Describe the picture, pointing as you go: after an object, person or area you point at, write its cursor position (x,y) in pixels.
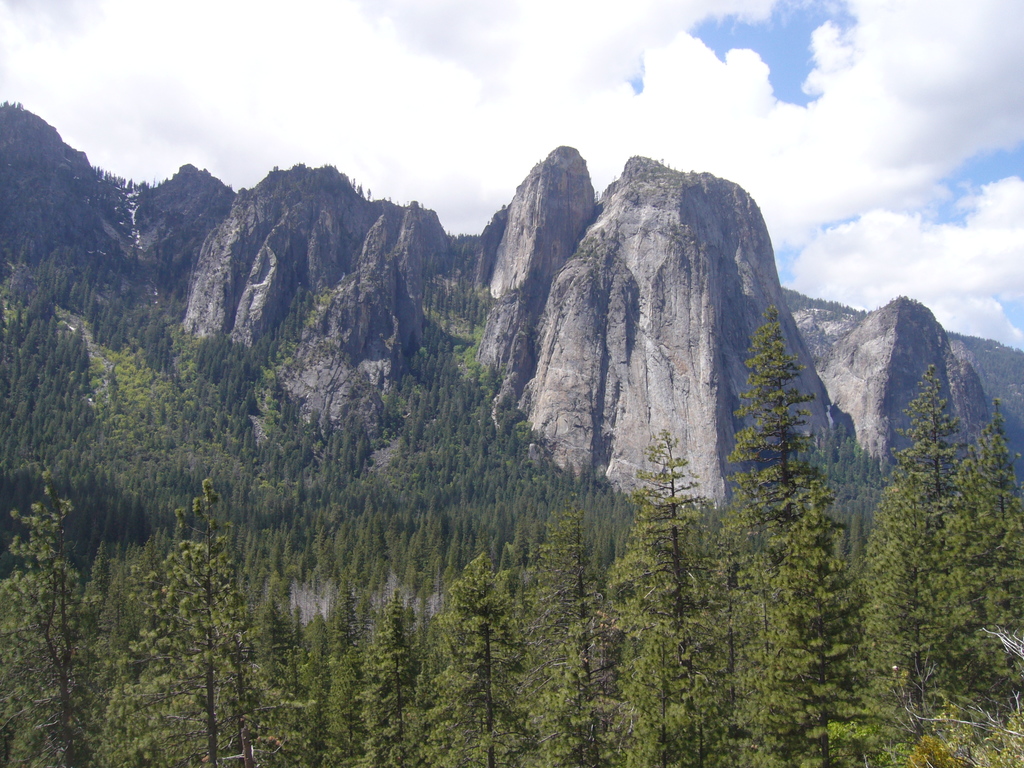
In the image there are many tall trees (375,663) and behind the trees (193,448) there are many hills (599,298).
